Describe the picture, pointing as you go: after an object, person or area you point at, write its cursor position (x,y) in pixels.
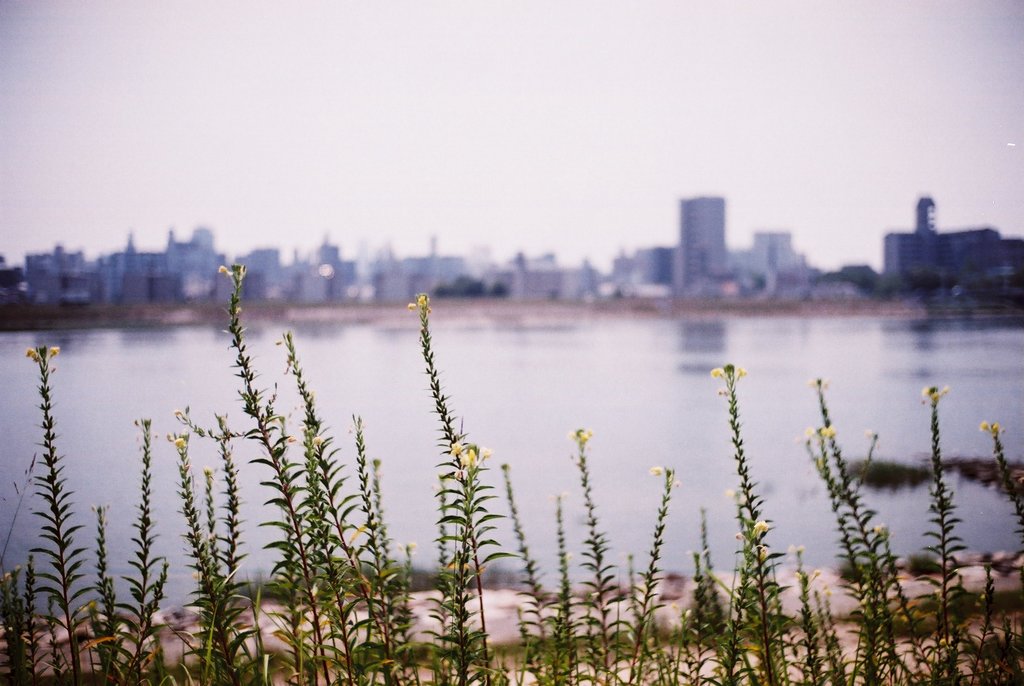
In this image in the front (432,576) there are plants (725,393). In the center (544,383) there is water (689,390). In the background (544,259) there are buildings (682,256).
